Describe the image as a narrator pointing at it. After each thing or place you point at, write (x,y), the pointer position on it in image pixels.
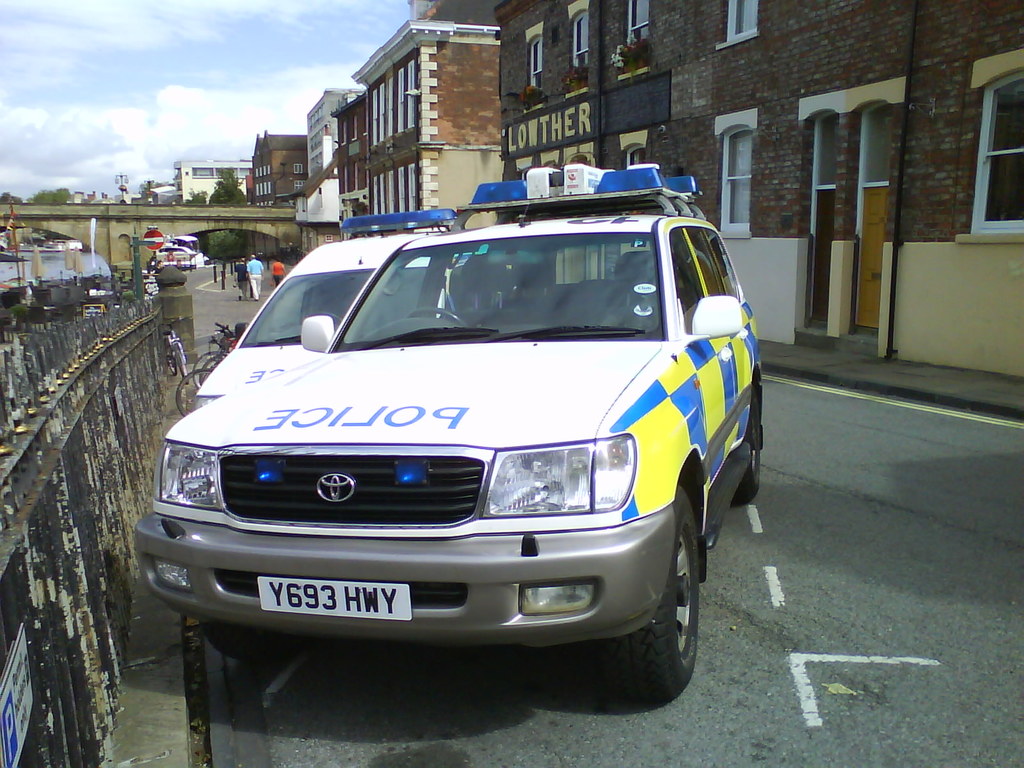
In this picture I can see there are two cars (379,377) parked at the left side (326,390), it has blue and yellow color paint (693,427) on it and there are lights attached to the ceiling (622,208). There are few people (252,257) walking in the backdrop (241,281) and there is a lake (54,275) at left side (66,263), there is a railing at left side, few buildings (721,84) to the right (882,287) and there is a bridge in the backdrop (260,241), there are few trees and the sky (209,85) is cloudy.
